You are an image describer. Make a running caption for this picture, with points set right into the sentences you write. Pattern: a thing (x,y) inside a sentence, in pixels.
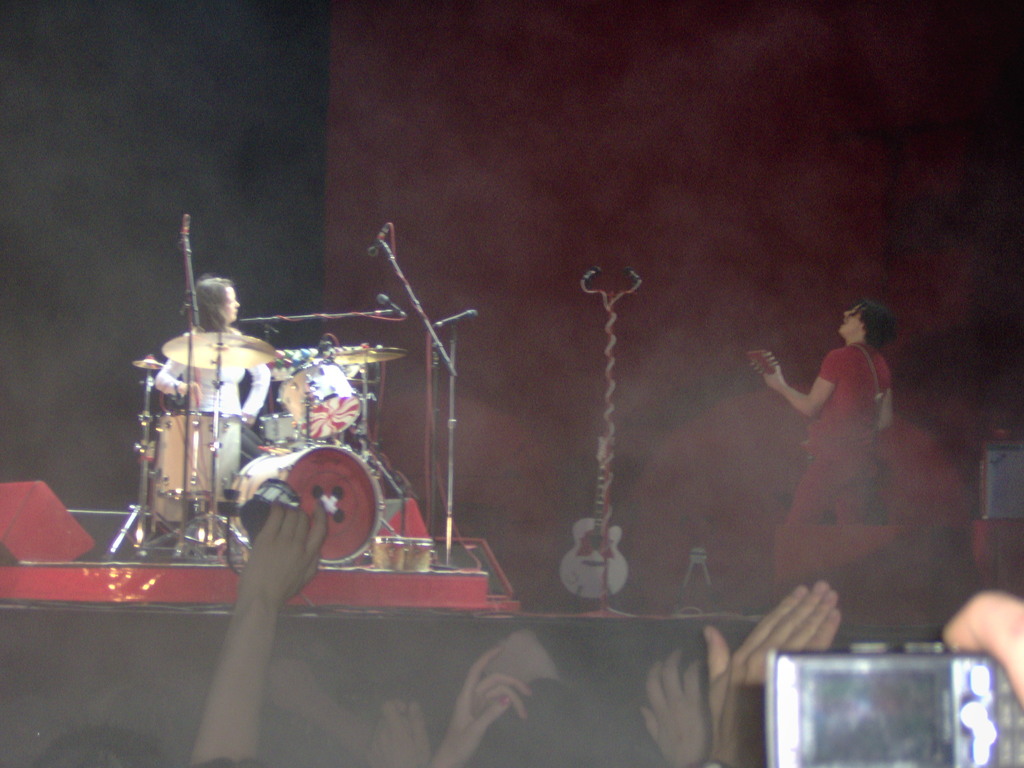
In this picture we can see two persons (232,329) playing musical instruments (337,459) on the stage (202,568). On the stage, there are stands (190,389) and some objects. At the bottom of the image (834,709), there are hands (666,757) of the people (471,713) and an object (905,753). Behind the people (501,651), there is a red object (468,177), smoke (559,438) and a dark background (66,109).
